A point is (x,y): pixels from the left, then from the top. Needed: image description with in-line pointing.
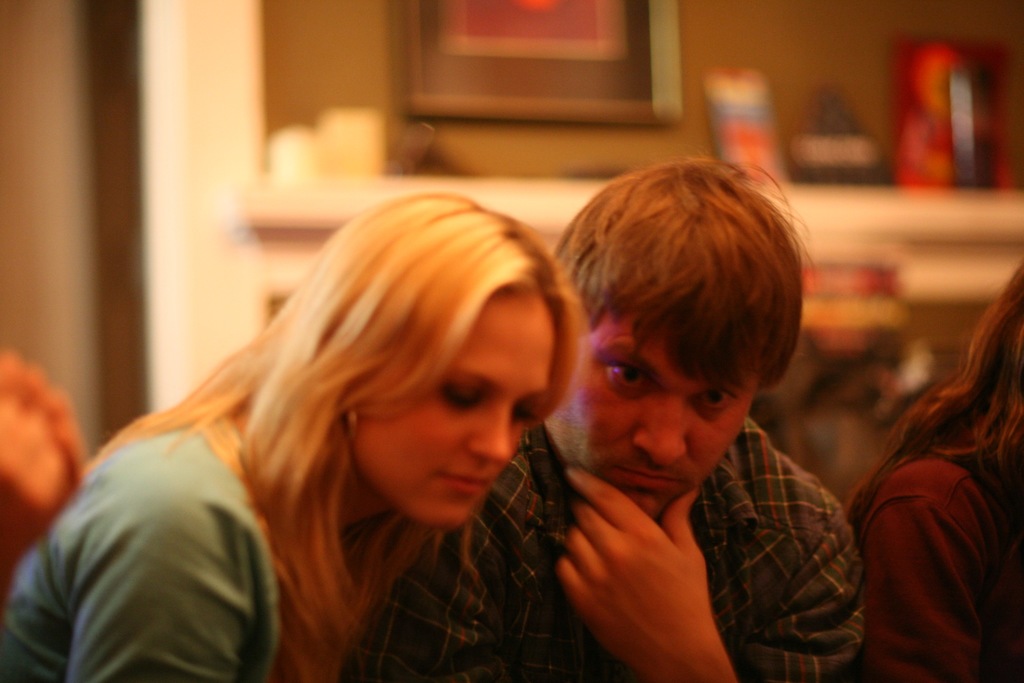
In this image in the center (511,436) there are some people (515,478) and the background (514,64) is blurry, but we could see a photo frame (487,105) and objects (894,103).
